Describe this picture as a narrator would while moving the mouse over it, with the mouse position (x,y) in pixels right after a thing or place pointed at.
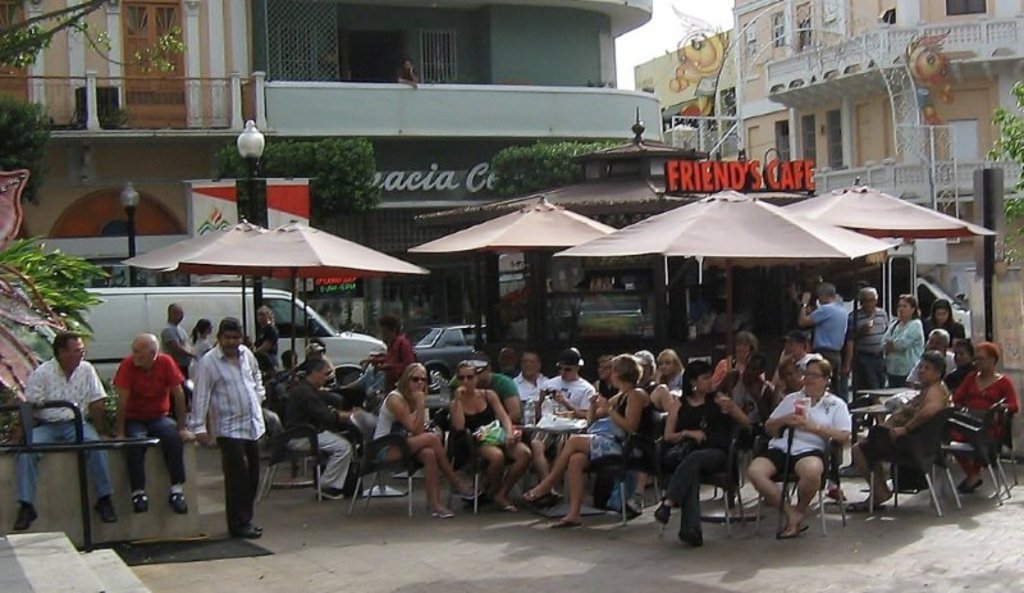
There is a crowd (834,423) at the bottom of this image (461,435). There are some vehicles (308,331), tents (196,267) and some buildings (582,261) in the background (450,208). There are some trees (233,168) on the left side of this image (28,237) and right side of this image (999,146) as well. There is one person (407,78) standing at the top of this image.
